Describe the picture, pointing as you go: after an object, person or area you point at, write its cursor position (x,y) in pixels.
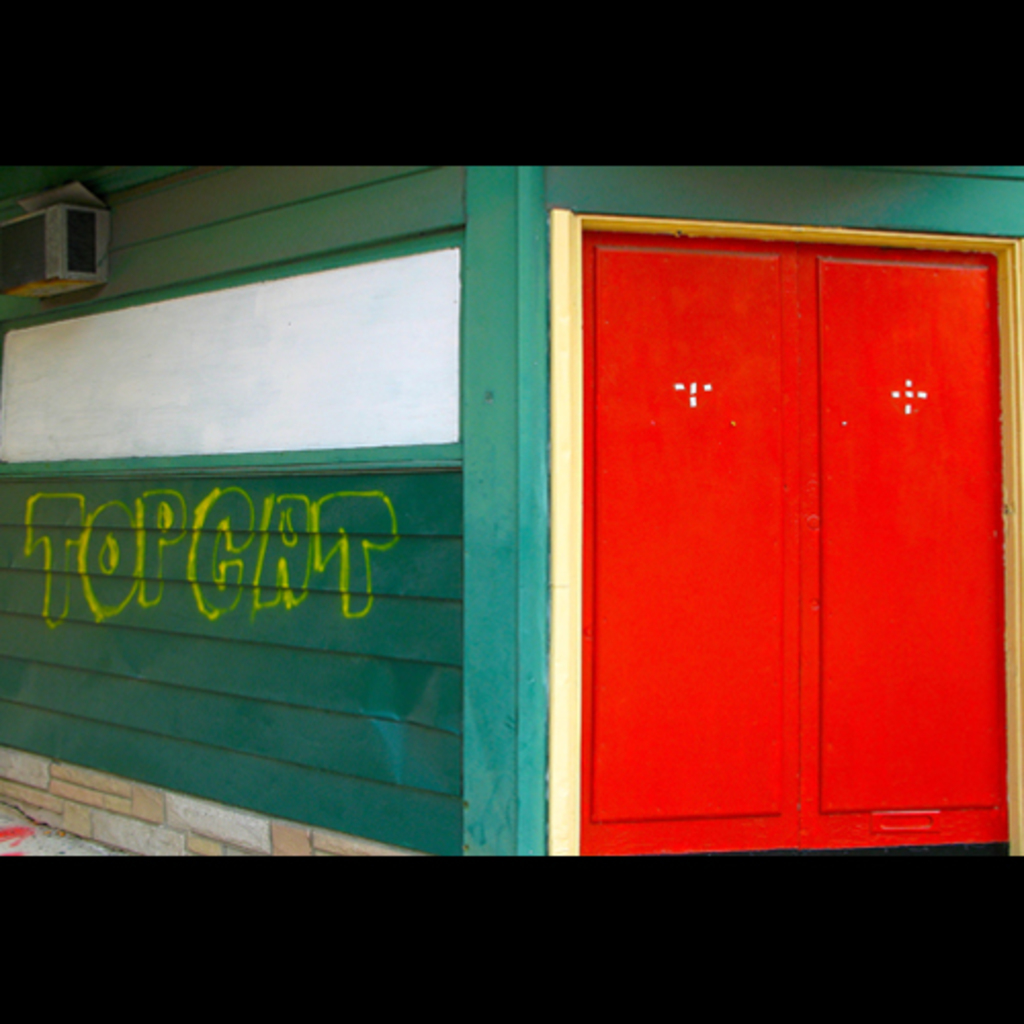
In this picture we can see a wall (405,652) and door (828,551).
